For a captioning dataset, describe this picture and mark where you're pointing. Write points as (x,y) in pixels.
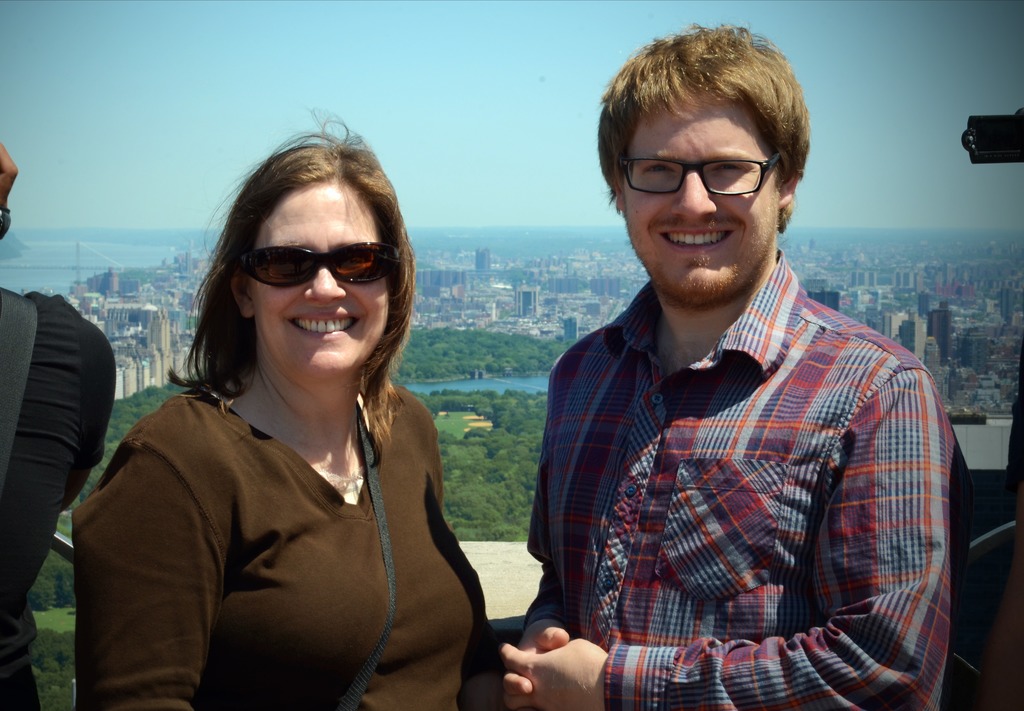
On the background of the picture (404,58) we can see a clear blue sky (430,83). These are the buildings (553,270). These are the trees (442,343). This is a river (509,381). Here we can see a man (652,517) and a woman (398,549) who is holding beautiful smile (315,315) on their faces (343,355). They both are wearing specs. AT the left side of the picture (54,382) we can see one person (50,503) standing in black dress (43,533).
